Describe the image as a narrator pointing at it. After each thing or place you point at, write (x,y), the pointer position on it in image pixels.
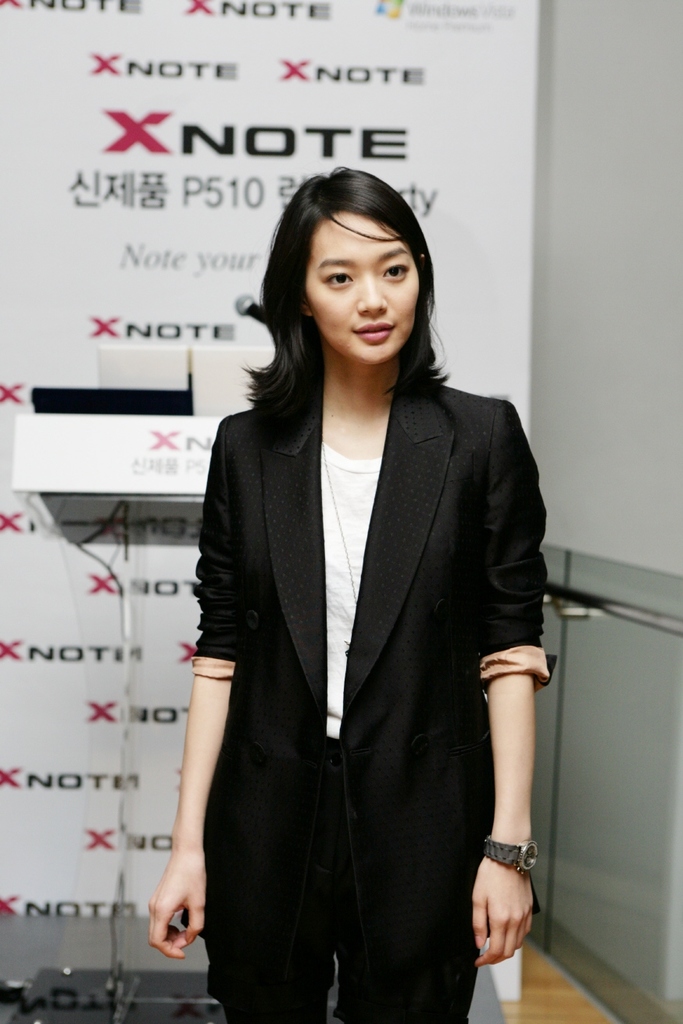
In the picture we can see a woman (438,656) standing, she is wearing a blazer (465,640) which is black in color and T-shirt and in the background (44,713), we can see a wall (49,701) with some advertisements (30,903) and she is also wearing a wrist watch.
